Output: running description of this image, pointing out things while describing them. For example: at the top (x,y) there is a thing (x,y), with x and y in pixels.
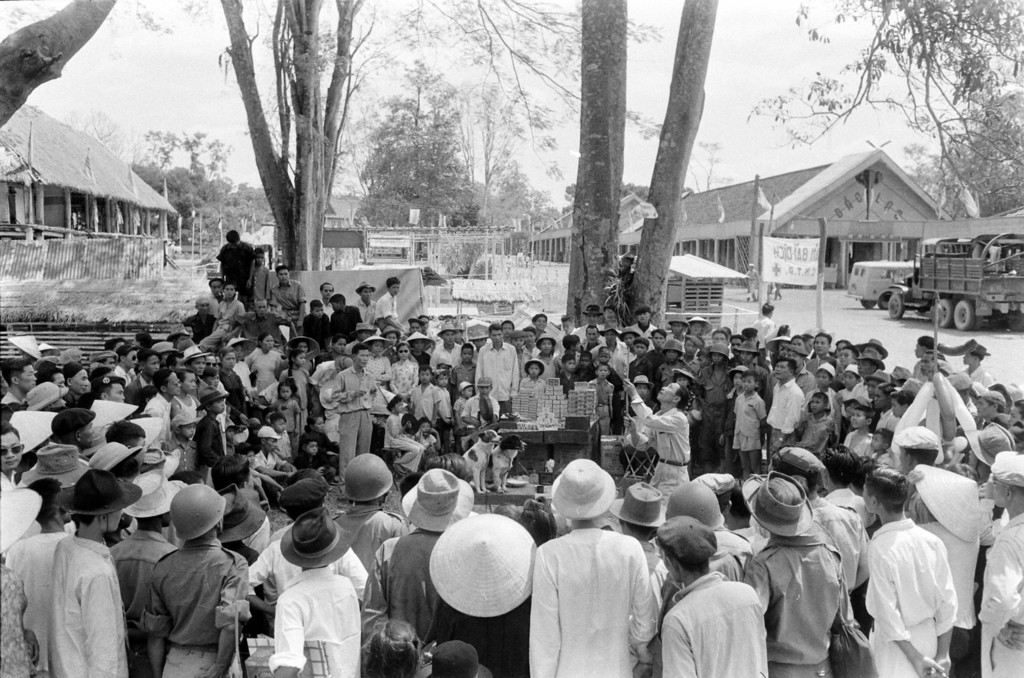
This is a black and white image and here we can see people (460,538) and some are wearing caps (187,513) and hats (497,596) and one of them is holding a stick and we can see dogs (514,454) and there are some objects (543,416) on the table (547,439). In the background (369,195), there are trees (260,199), sheds (736,220), poles (757,205), flags (646,214), a banner (796,270) and we can see a vehicle (951,293) on the road (940,315).
